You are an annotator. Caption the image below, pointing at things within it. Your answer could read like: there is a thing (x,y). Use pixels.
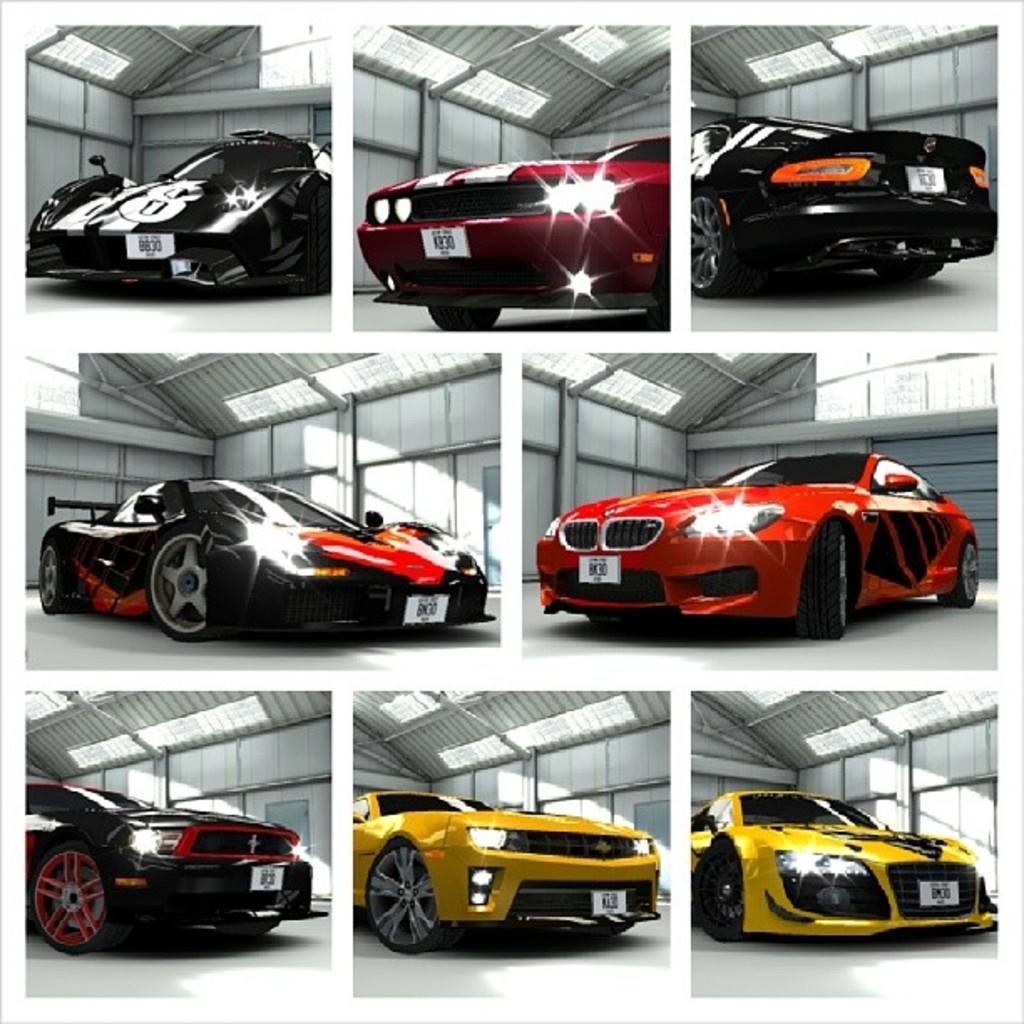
As we can see in the image there are different colors of cars (334,531) and lights (196,719).
